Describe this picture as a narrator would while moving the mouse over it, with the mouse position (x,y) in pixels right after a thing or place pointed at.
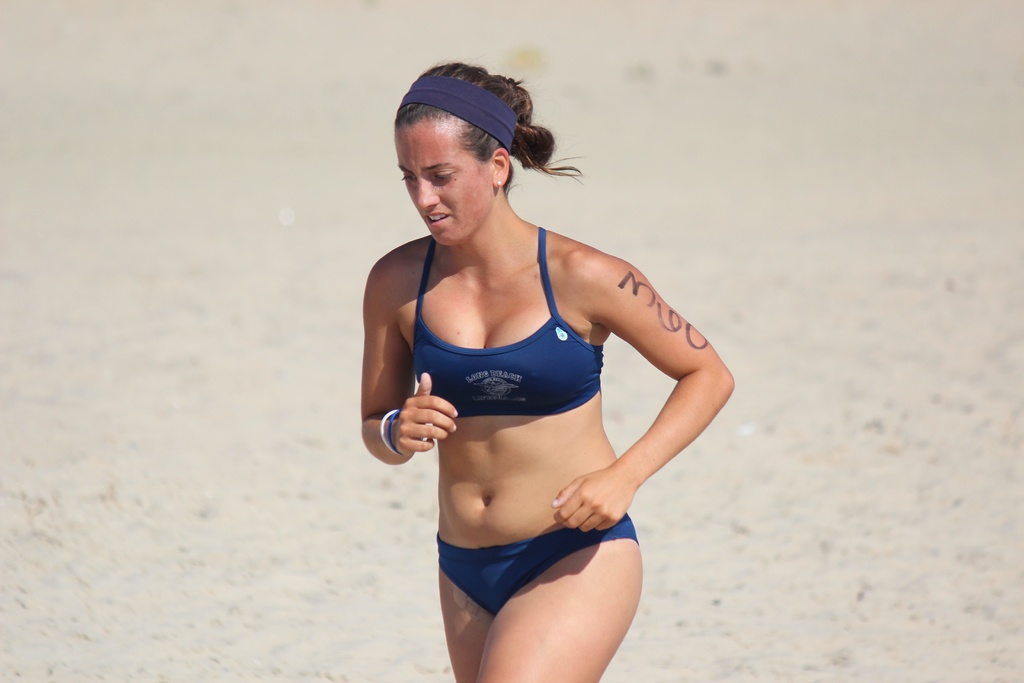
In the middle of the image (500,317) we can see a woman (505,371) and she is running.
